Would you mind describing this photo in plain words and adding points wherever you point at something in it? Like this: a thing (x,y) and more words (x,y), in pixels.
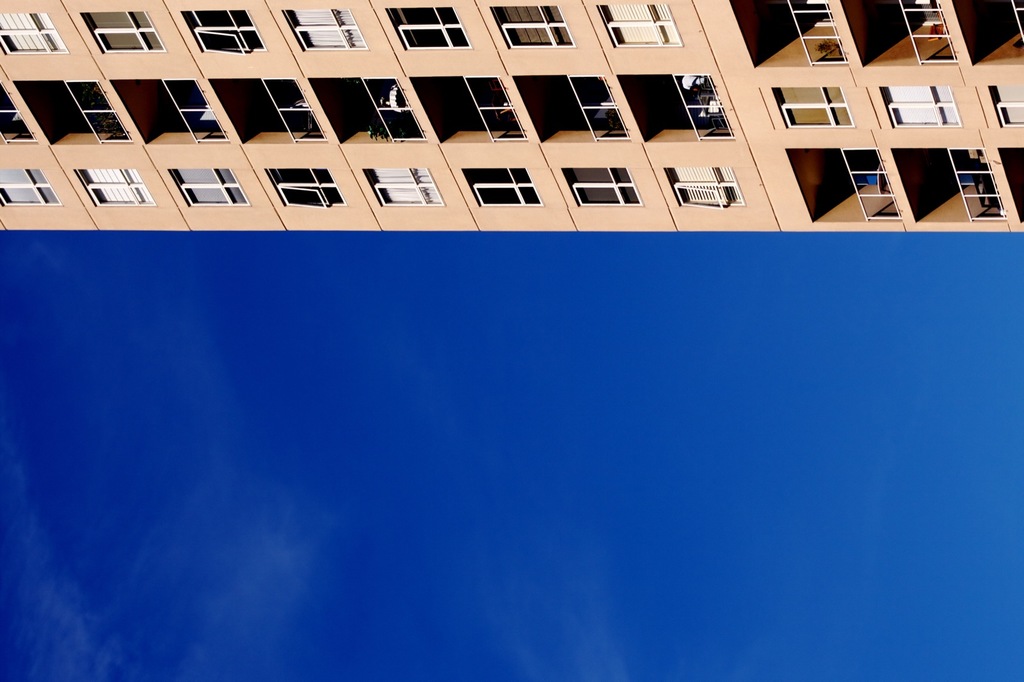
In this picture we can see a building (576,152), few metal rods (849,171) and curtains (294,15).
